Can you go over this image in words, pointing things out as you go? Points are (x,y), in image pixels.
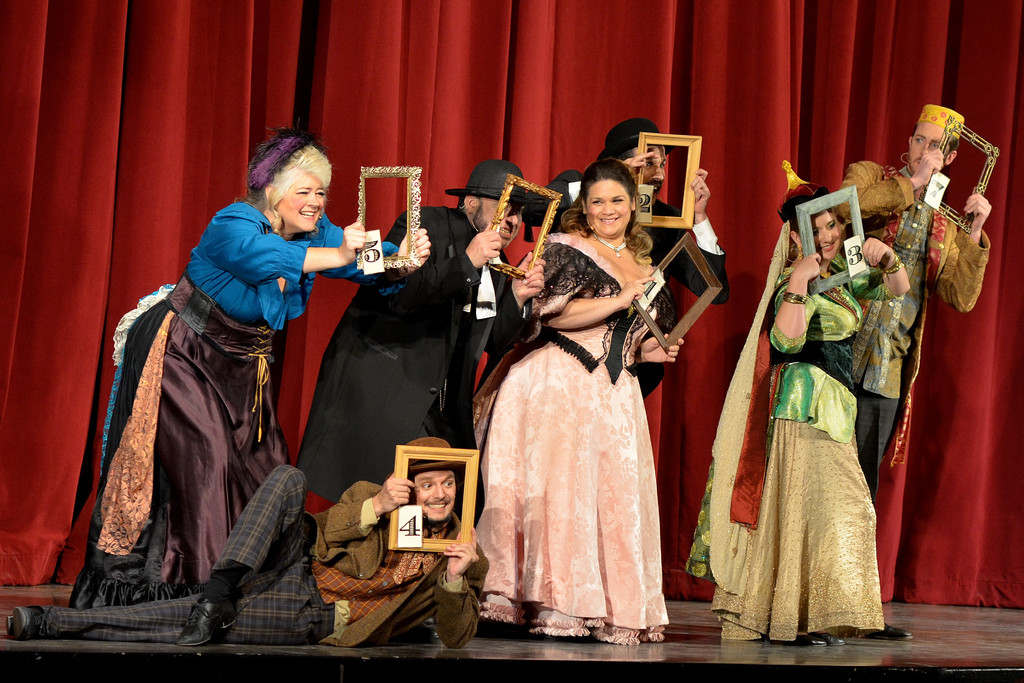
In this picture I can see few persons (716,235) who are on the stage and I see that all of them are holding frames (949,137) in their hands (874,263) and the man (363,578) on the left (308,599) is lying on the floor (240,650). In the background (236,111) I can see the red color curtains (471,116).
